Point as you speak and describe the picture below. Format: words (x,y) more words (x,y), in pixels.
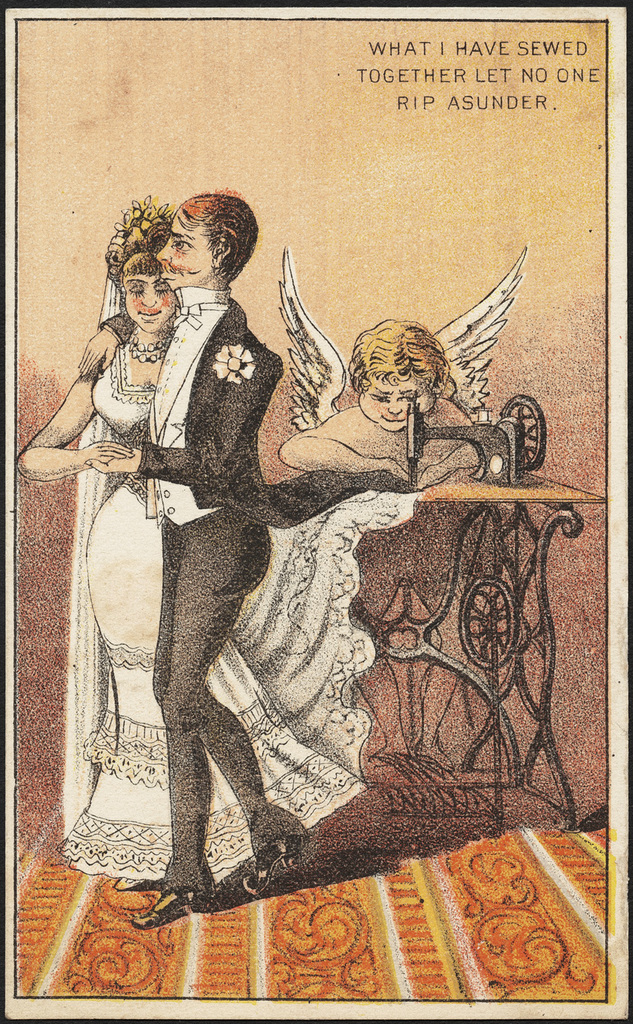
In this picture there is a poster (325,843). In that poster (350,201) we can see the painting (188,497) of a person (267,379) who is wearing a suit (229,465), trouser (201,775) and shoe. Beside him we can see a woman (105,641) who is wearing a white dress (153,664). On the right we can see an angel (394,407). She is holding the clothes (357,497) and stitching them with the machine (480,461). In the top right corner (484,41) there is a text (478,46).
